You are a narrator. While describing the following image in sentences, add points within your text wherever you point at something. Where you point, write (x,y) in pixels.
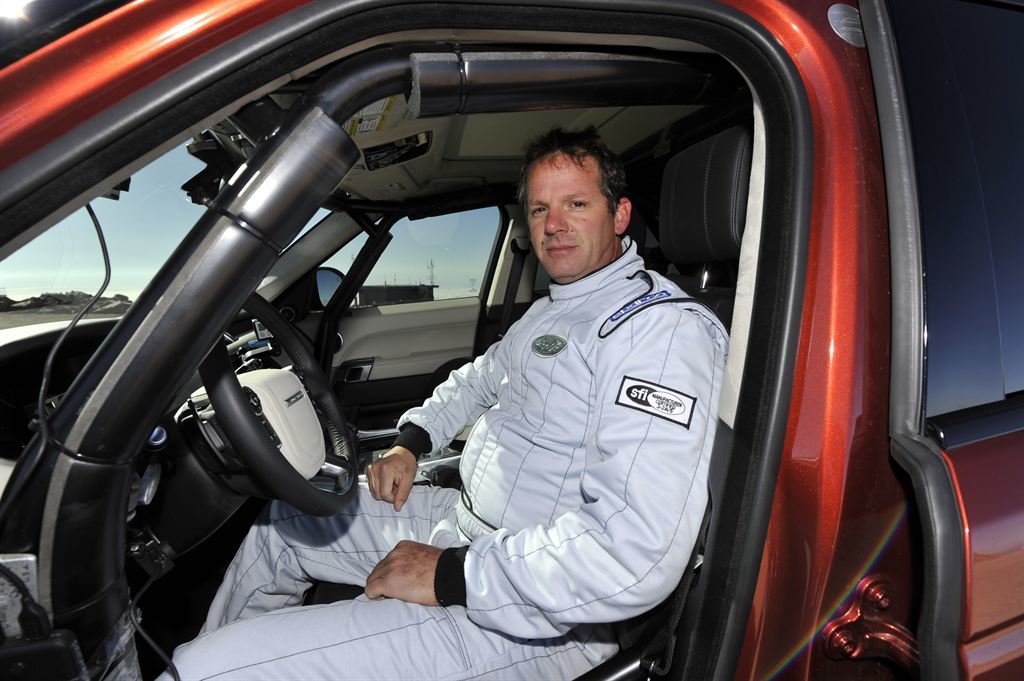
In this picture we can see a man (427,680) sitting inside a vehicle (731,465). From the glass (115,257) we can see sky (156,270).
